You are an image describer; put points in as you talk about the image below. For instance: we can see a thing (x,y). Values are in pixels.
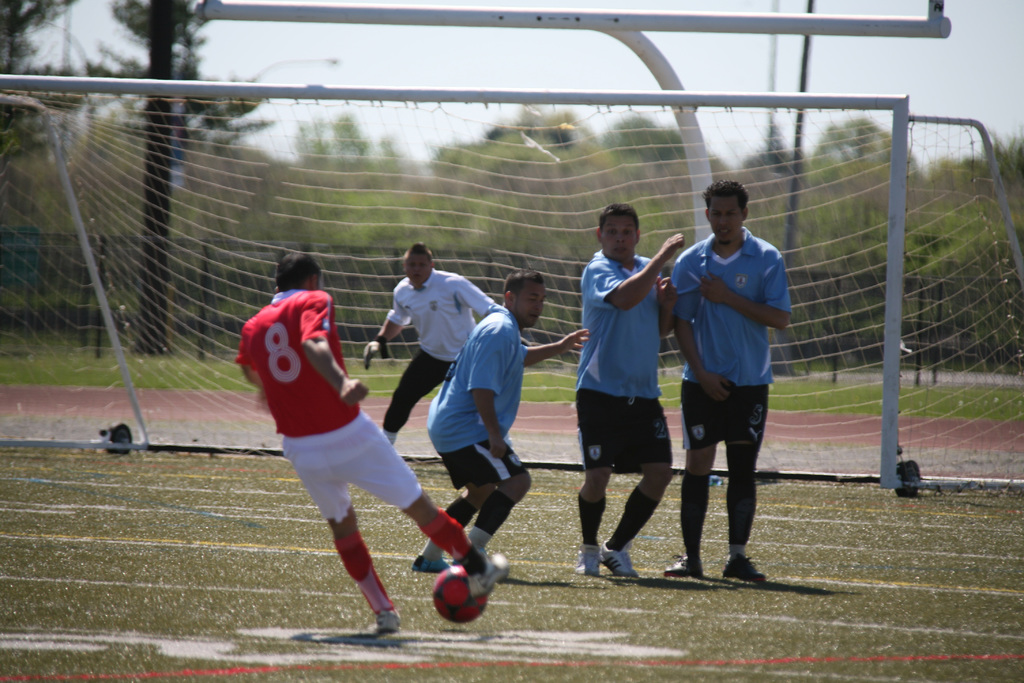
In this picture we can see some persons (274,339) are playing in the ground (592,621). This is the ball (444,600). And there is a mesh (284,197). On the background (467,173) we can see some trees (250,207). And this is the sky (945,82).
